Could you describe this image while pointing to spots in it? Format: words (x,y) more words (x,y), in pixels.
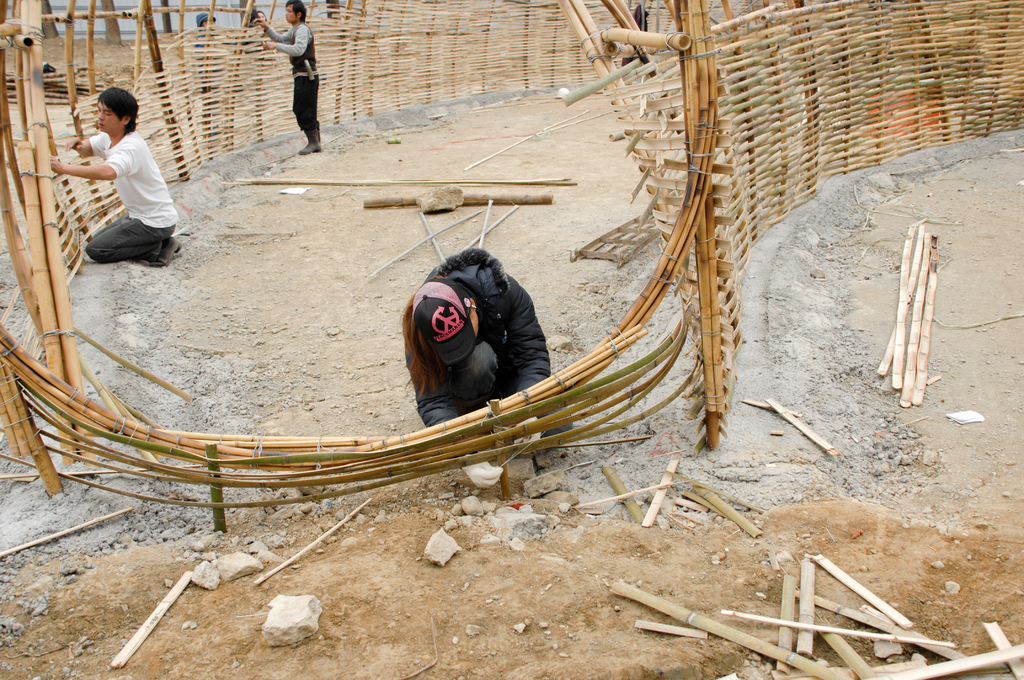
This image consists of five persons (441,354). In the front (670,259), it looks like they are constructing a fence (505,23) with the help of wooden sticks (721,125). At the bottom (169,505), we can see the ground (457,591). And we can see some stones (281,640).
